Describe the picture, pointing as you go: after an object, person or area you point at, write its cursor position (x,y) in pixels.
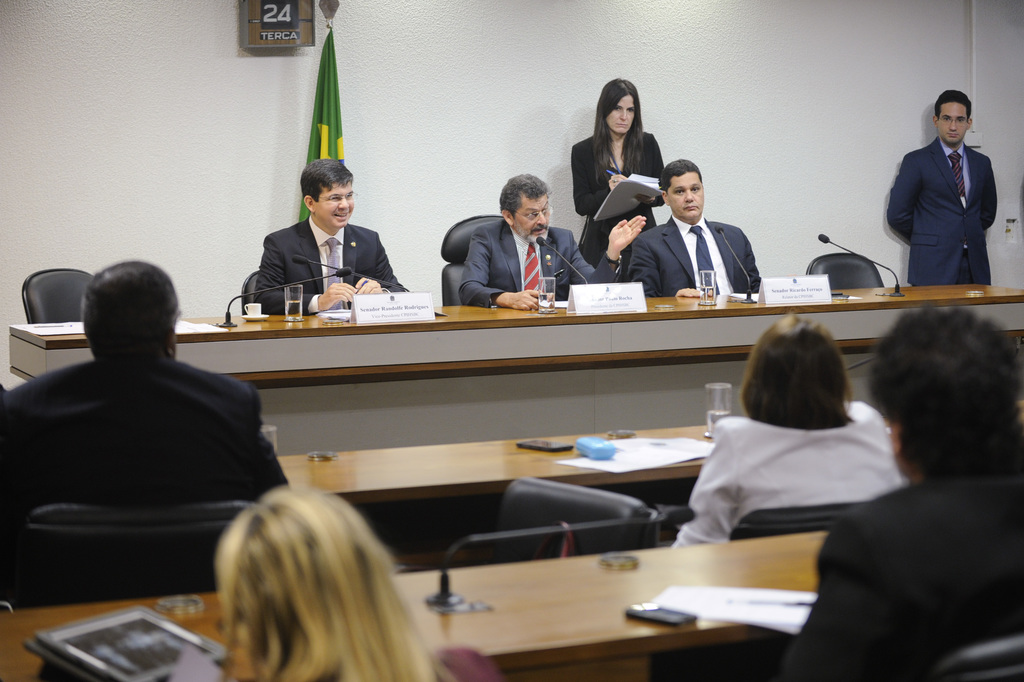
Here we can see a few people (331,172) who are sitting on a chair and the person (613,241) here is speaking on a microphone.
